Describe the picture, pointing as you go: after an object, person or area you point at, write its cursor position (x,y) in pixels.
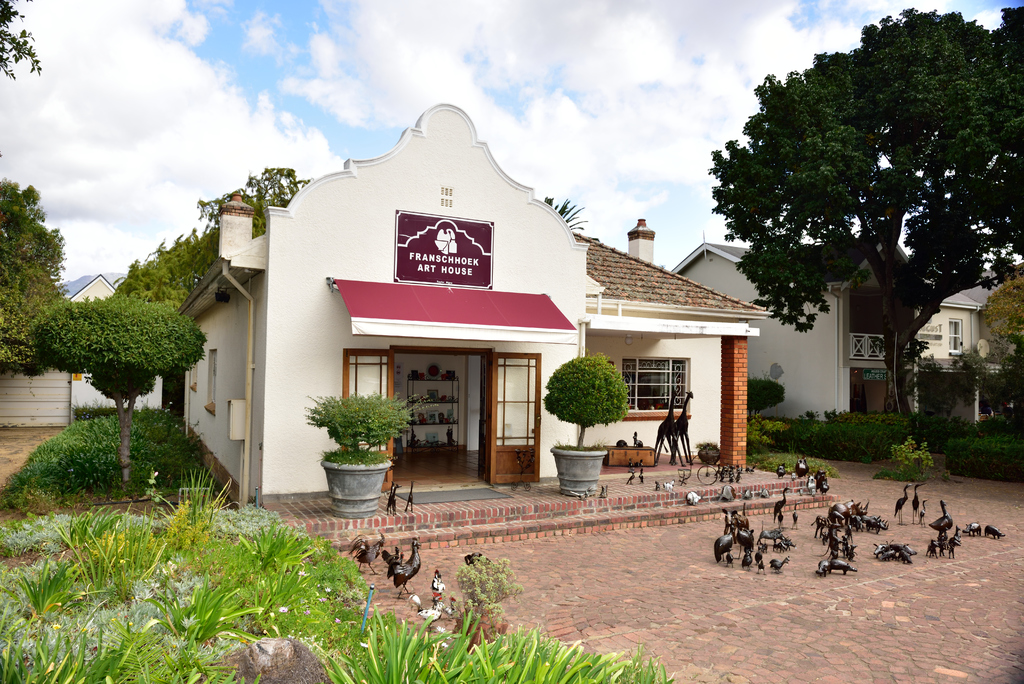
In this image there are houses (416,323). In the center (455,310) there is a house (468,330). There are windows (631,404) and a door (511,387) to the house (465,429). In front of the doors (511,411) there are two flower pots (581,431). Beside the flower pots (360,456) there are birds (755,557) on the ground (859,549). Beside the house (457,299) there are hedges (862,434) and trees (75,303). In the bottom left (52,571) there are plants (180,628). There is a board (425,254) with text (455,260) on the house (504,263). At the top (423,53) there is the sky (241,55).
